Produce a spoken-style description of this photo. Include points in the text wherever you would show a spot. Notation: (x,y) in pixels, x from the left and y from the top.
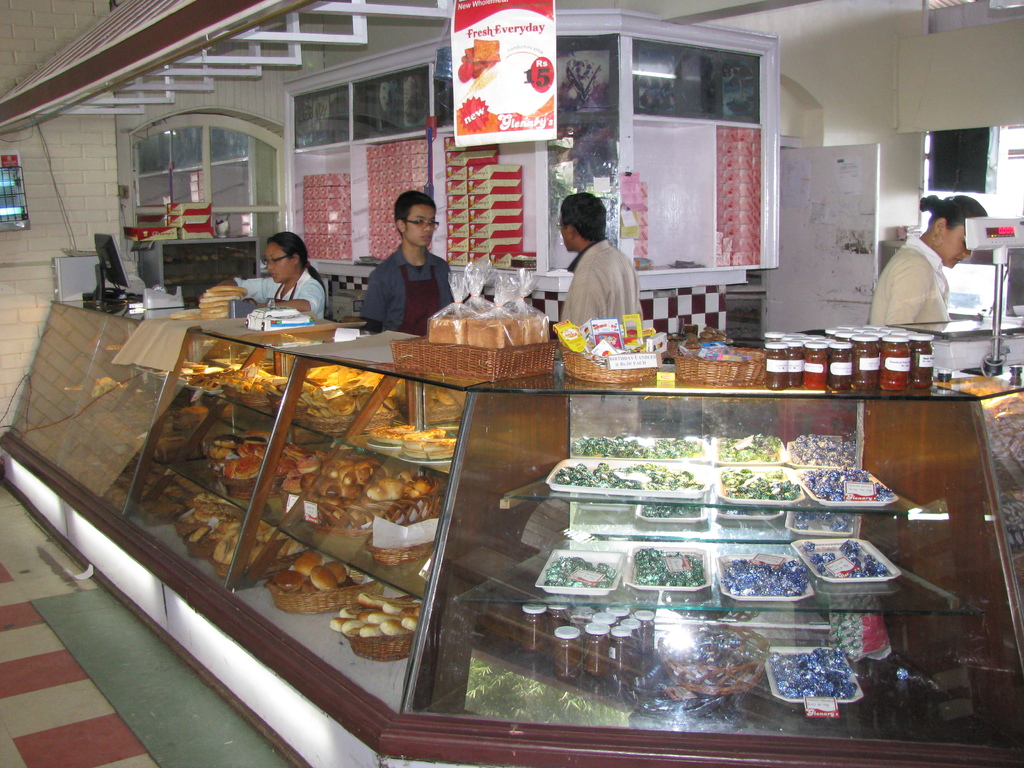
Here in this picture we can see a shop (288,167), in which we can see a counter (295,339) present and on that we can see number of food items (712,356) present and inside that we can see racks (370,448) that are filled with bakery items (307,470) and food items (614,570) and we can also see people (395,295) standing behind that and we can also see a weighing machine (980,333) present and we can see a banner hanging and we can see a price card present over there and we can also see boxes (333,190) present in the racks (544,242) and on the left side (109,280) we can see a system (123,271) present.
